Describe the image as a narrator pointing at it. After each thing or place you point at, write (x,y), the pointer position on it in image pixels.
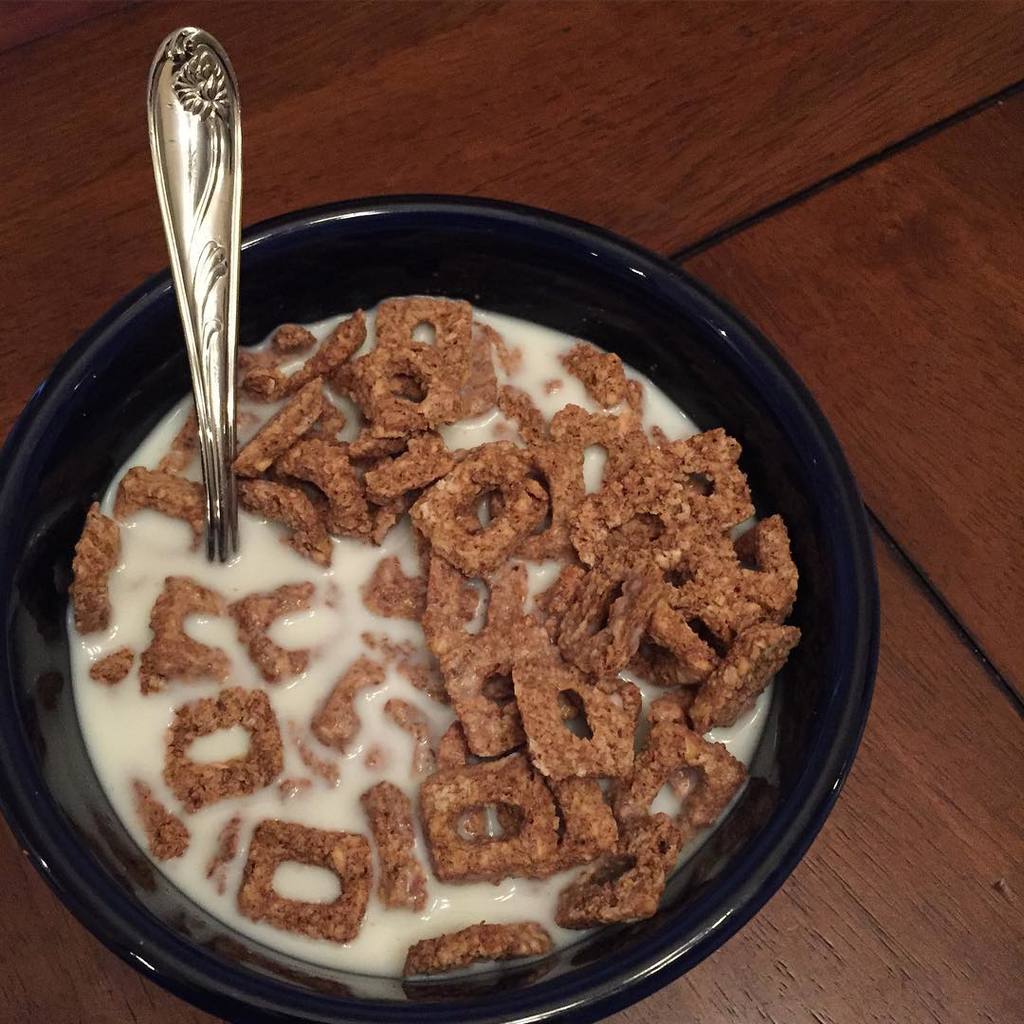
In this image at the center (544,527) there is a bowl (41,557) and there is a food item (487,667) in it with the spoon (206,195).
